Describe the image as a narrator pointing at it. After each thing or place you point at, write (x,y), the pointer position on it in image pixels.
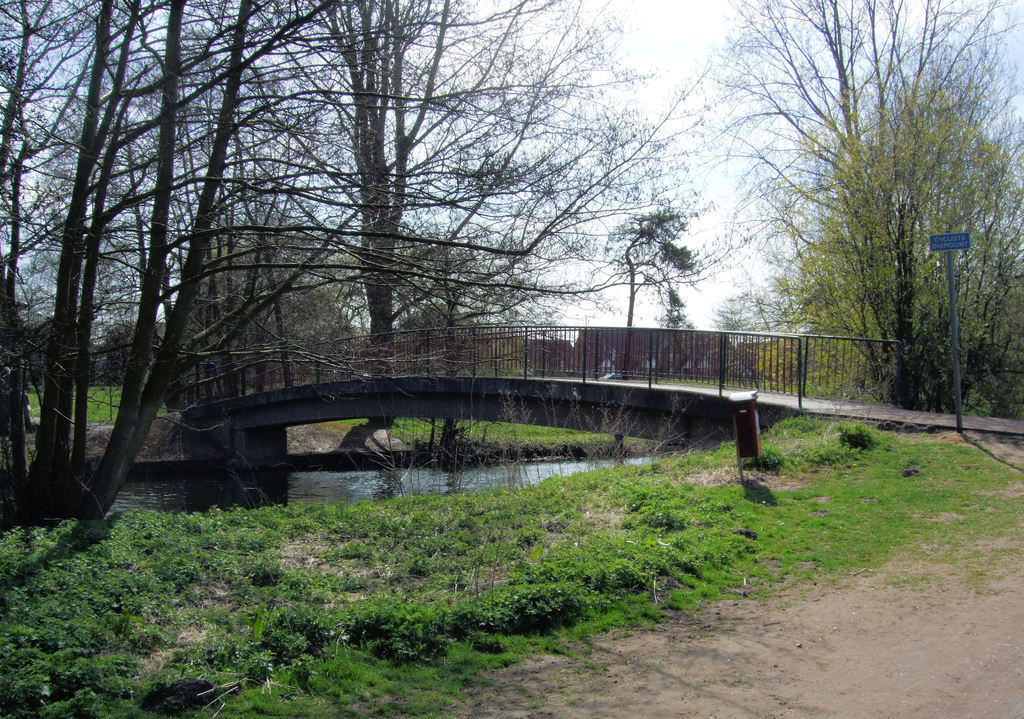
In this image we can see bridge (396,384), trees (396,298), grass (406,508), water (366,483), sign board (954,248) and sky (652,82).
